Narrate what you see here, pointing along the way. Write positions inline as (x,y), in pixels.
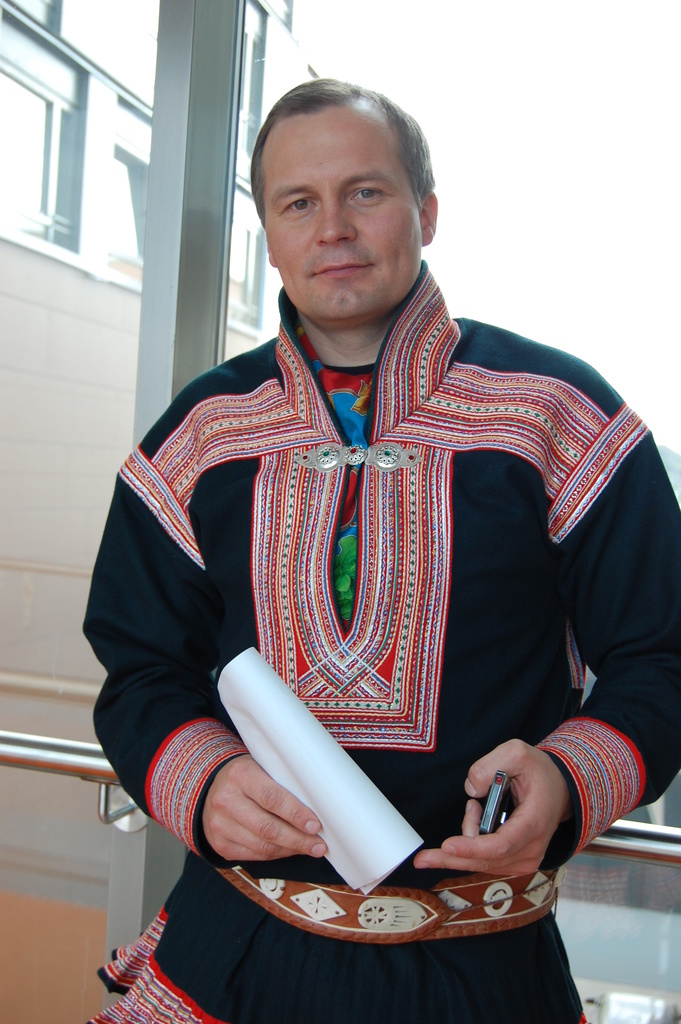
In this image I can see a person (449,417) wearing black and red color dress (431,587) is standing and holding a paper (336,777) and an object (511,809) in his hand (521,851). In the background (103,157) I can see a building (115,278) and the sky (459,161). I can see a metal rod (0,739) behind him.
